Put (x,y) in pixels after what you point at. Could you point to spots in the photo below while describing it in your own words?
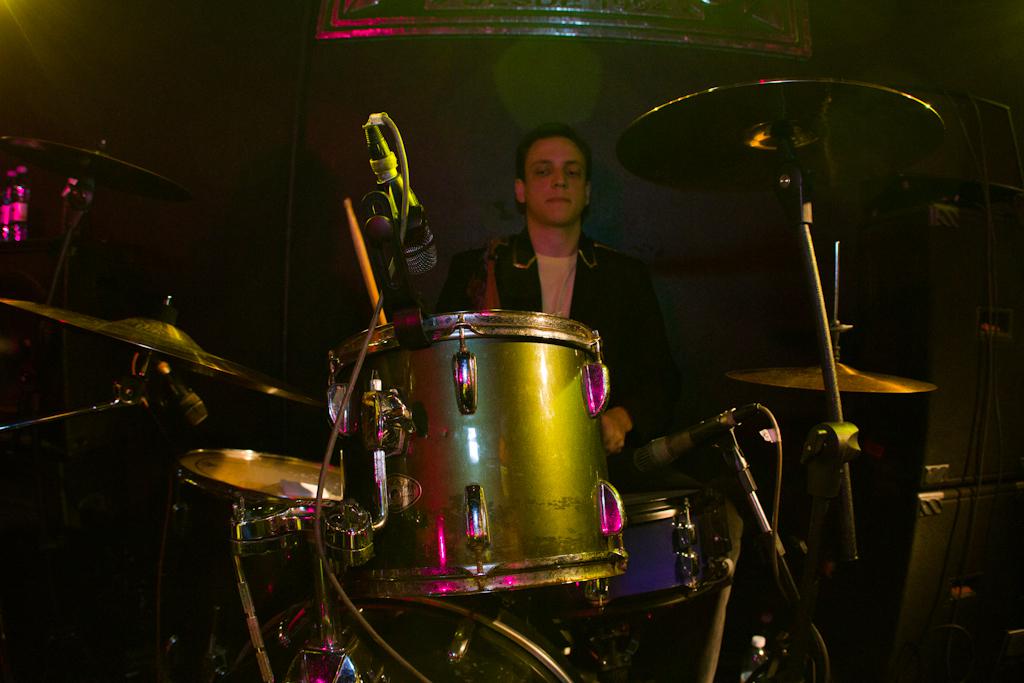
In the image we can see a person (580,308) sitting and wearing clothes (625,346). Here we can see musical instruments (514,449), microphone (410,267) and cable wire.
